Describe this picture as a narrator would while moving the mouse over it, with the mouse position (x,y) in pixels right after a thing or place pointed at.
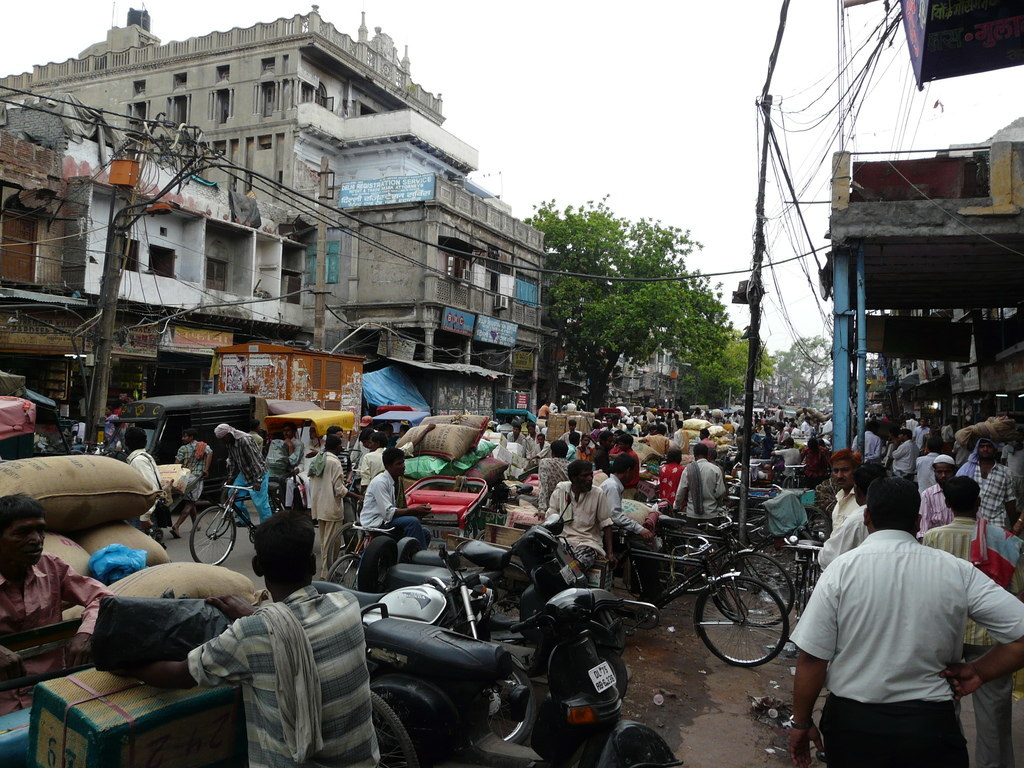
In the picture I can see the rickshaws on the road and rickshaws (446,481) are loaded with luggage (72,489). I can see the motorcycles (572,569) on the road (651,720). I can see a few persons (626,469) on the road (319,540) and I can see a group of people (908,660) walking on the side of the road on the bottom right side (918,668). There are buildings (372,290) on the left side (294,160) and the right side (1000,171) as well. I can see the electric poles (123,207) on both sides of the road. In the background (738,379), I can see the trees (649,266). There are clouds (585,132) in the sky (681,136).
